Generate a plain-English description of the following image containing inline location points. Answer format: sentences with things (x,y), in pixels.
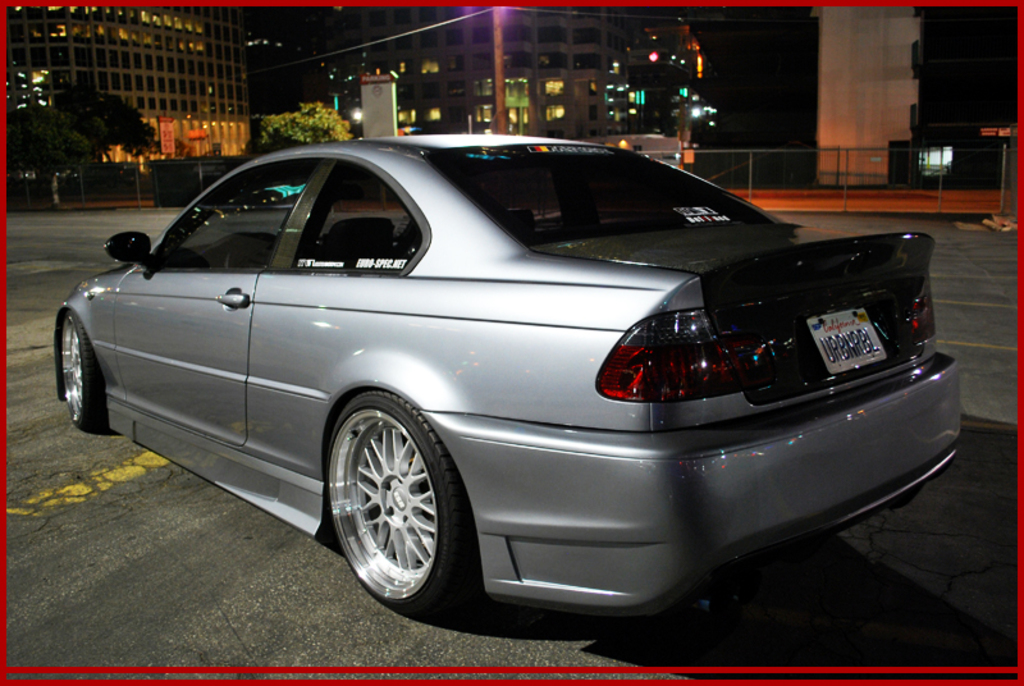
In this image, we can see a car (487,397) is parked on the road (281,638). Background (36,151) there are few buildings (302,92), trees (50,141), poles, lights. The border of the image, we can see red color.
